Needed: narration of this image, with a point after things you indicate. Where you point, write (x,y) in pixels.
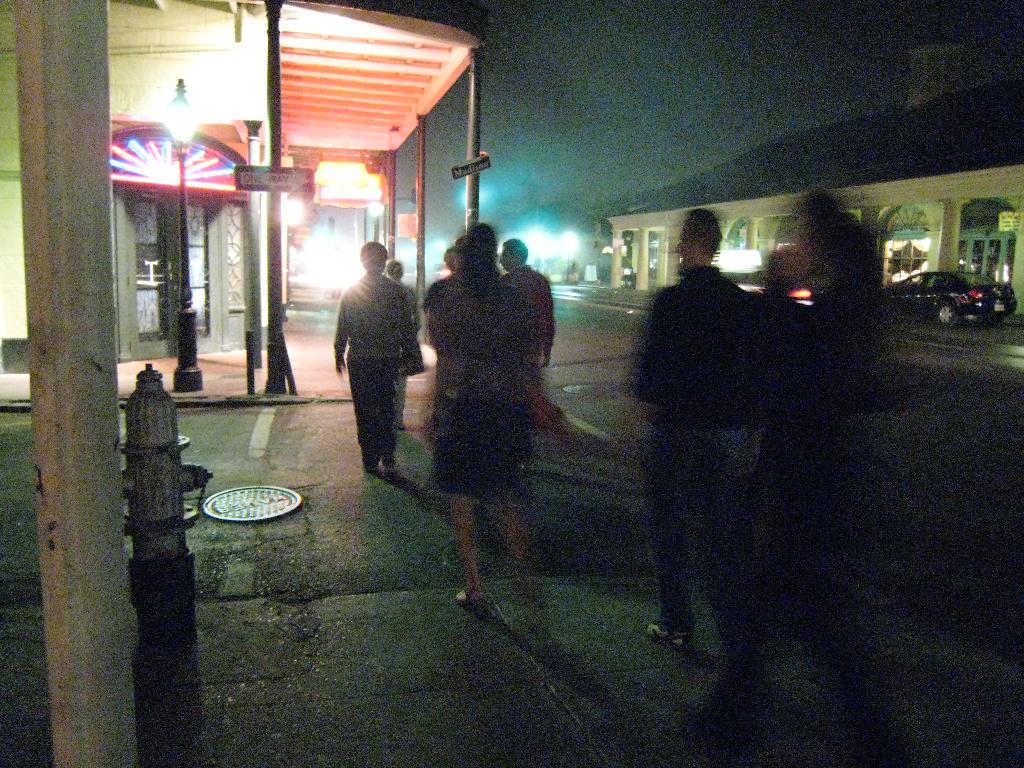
In this image we can see persons (490,312). In the background of the image (401,62) there are shelters (964,208), lights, vehicles (1008,295) and other objects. At the bottom of the image (534,695) there is the floor (516,715). On the left side of the image (75,475) there is a pole (115,693) and an object (157,509).
